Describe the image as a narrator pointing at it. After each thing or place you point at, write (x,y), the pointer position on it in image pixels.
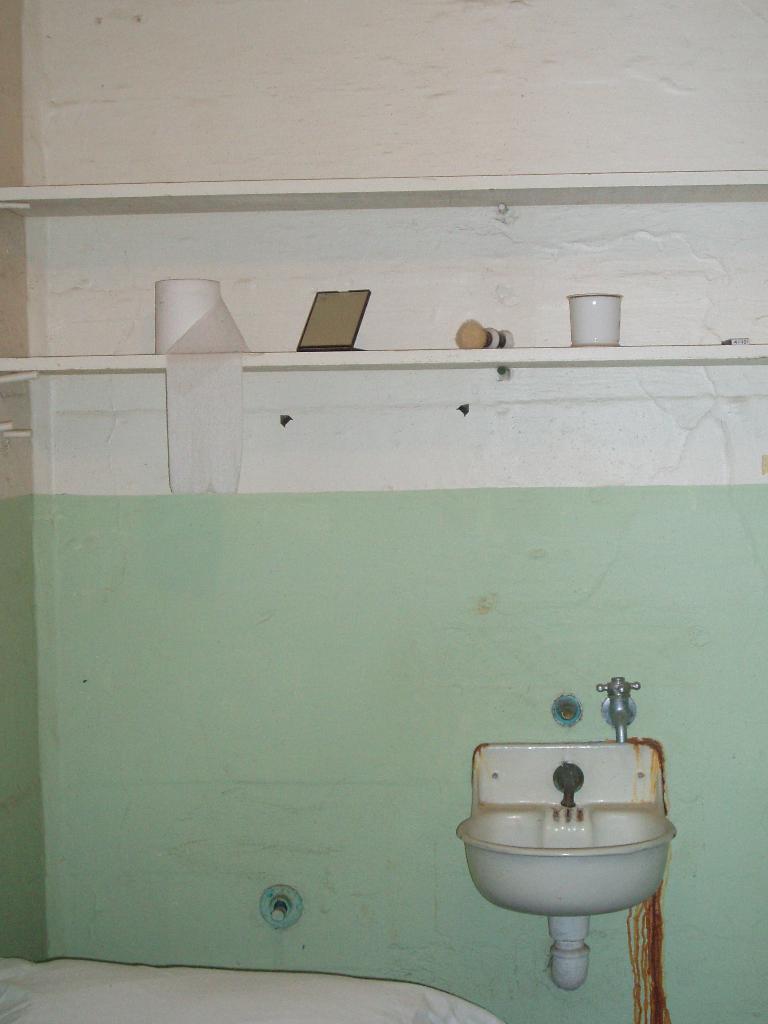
In this image I can see white colour sink (605,867) and water tap (604,702). On this rack (289,354) I can see a tissue roll (234,387), a mirror (312,331), a brush (488,327) and a white colour mug (596,332).
